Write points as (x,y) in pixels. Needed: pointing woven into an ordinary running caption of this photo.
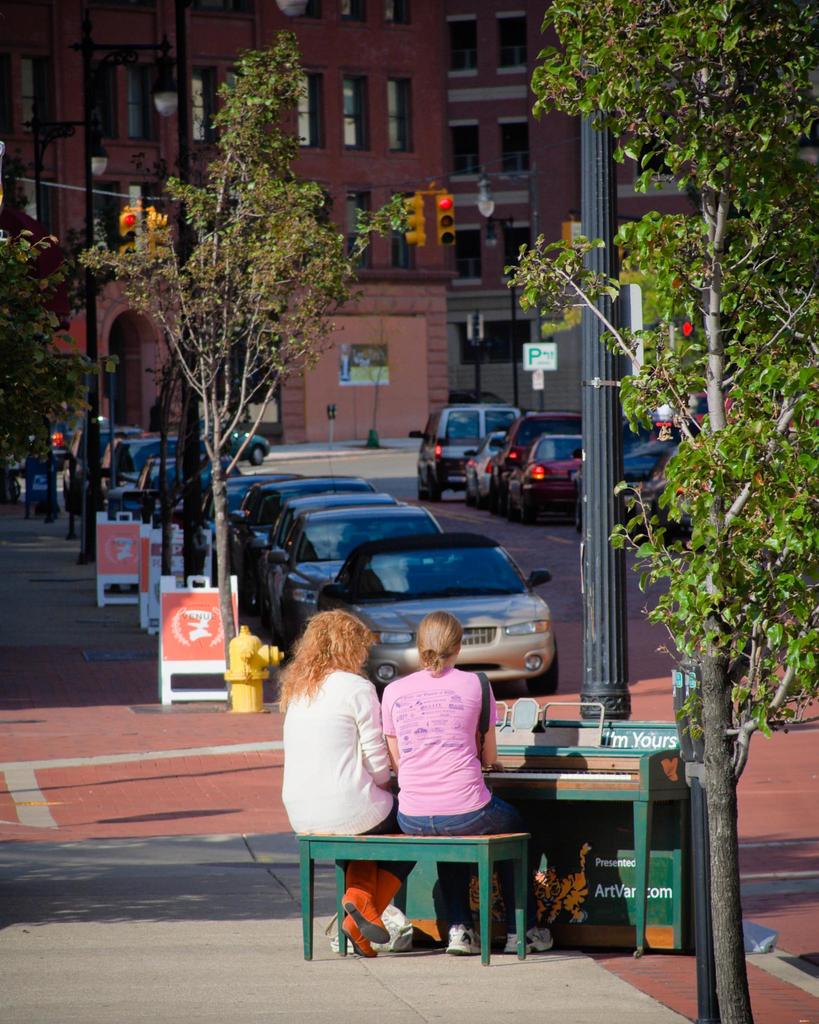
The image is taken on roadside (142,1018). There is a tree (758,616) in the right side (758,380) corner, next to that there is a pole (613,409), in front of the pole (619,715) there is piano (585,780) and two ladies (449,772) sat in front of piano (427,864) on a bench (380,860). On to the left side (40,759) its a foot pavement (73,663). In the middle (510,556) its road (551,587), there are cars (405,609) parked on either sides of the road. On to the last there is building (370,195) and traffic light (444,214) in front of the building (429,235).
